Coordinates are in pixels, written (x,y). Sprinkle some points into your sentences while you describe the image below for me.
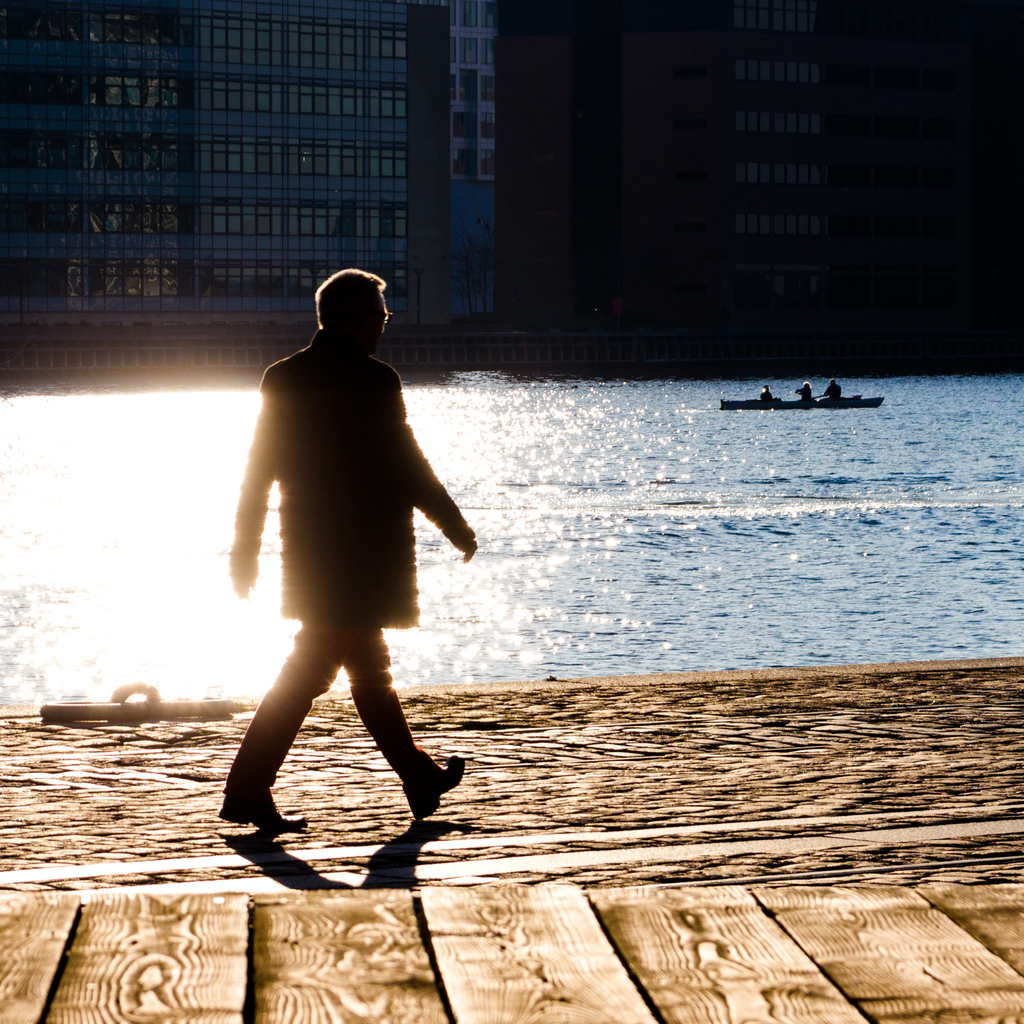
In this picture I can see a person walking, there is a boat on the water (627,435), and in the background (564,146) there are buildings (491,112).
